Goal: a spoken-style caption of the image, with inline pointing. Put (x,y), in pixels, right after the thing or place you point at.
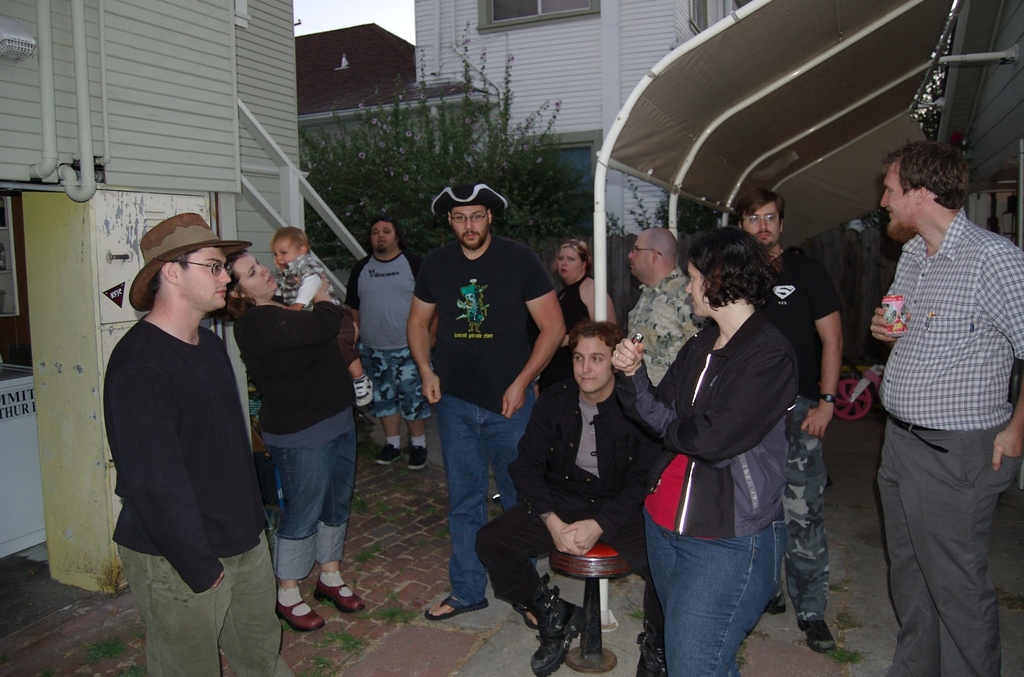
In the picture I can see people (307,426) are standing and one person (650,642) is sitting on a stool (590,613). In the background (473,119) I can see building (271,128), plants (497,139), the sky (361,15) and some other objects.
